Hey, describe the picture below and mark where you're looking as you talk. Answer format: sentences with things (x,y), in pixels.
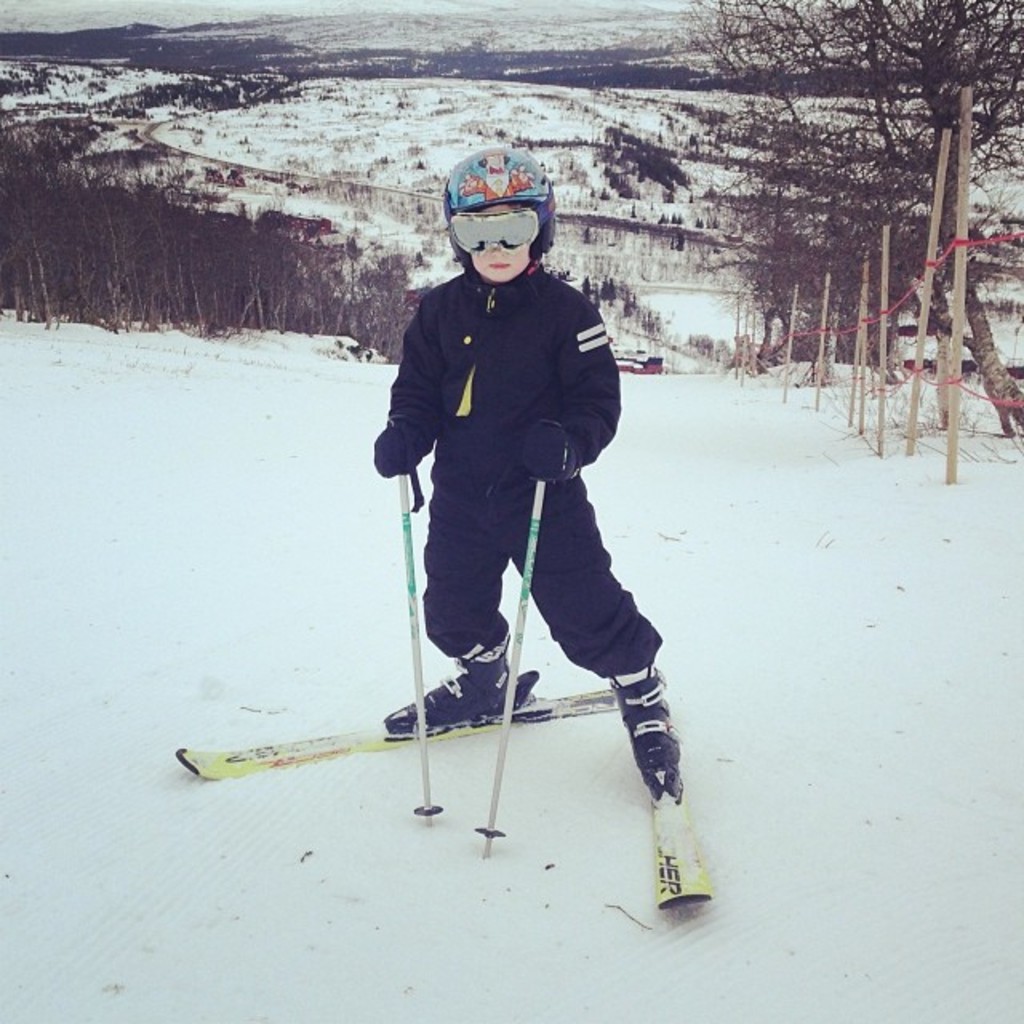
There is a child (457,488) standing on the skiing boards (371,745) with a two sticks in his hands (560,441). He is wearing helmet (516,188) and spectacles (494,236). He is having gloves (549,456) with his hands (546,452). He is standing on the snow (175,522) with his skiing boards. There are some trees (172,257) and in the background (347,193) we can observe lot of land (417,52) covered with the snow (416,110). There are some poles (790,338) which are in the snow (804,381).
